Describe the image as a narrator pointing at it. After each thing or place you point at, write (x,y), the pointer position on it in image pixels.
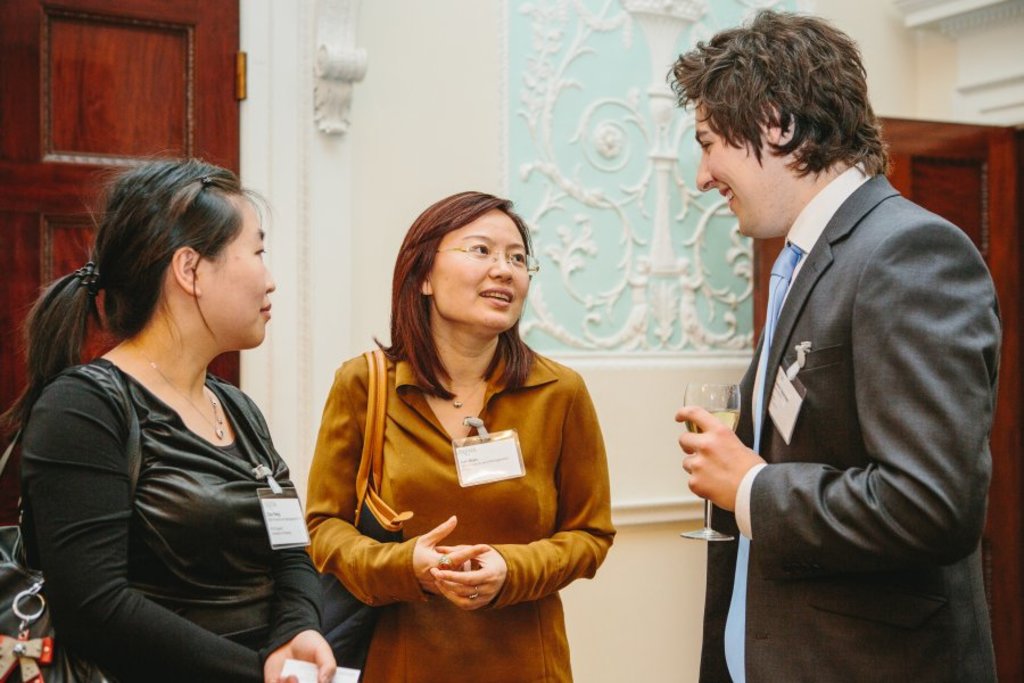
In this image there are two women (97,548) and a man (799,479), man (742,465) is holding a glass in hand (746,473), in the background (192,18) there is a wall (916,54), for that wall (877,23) there are doors (164,94).
